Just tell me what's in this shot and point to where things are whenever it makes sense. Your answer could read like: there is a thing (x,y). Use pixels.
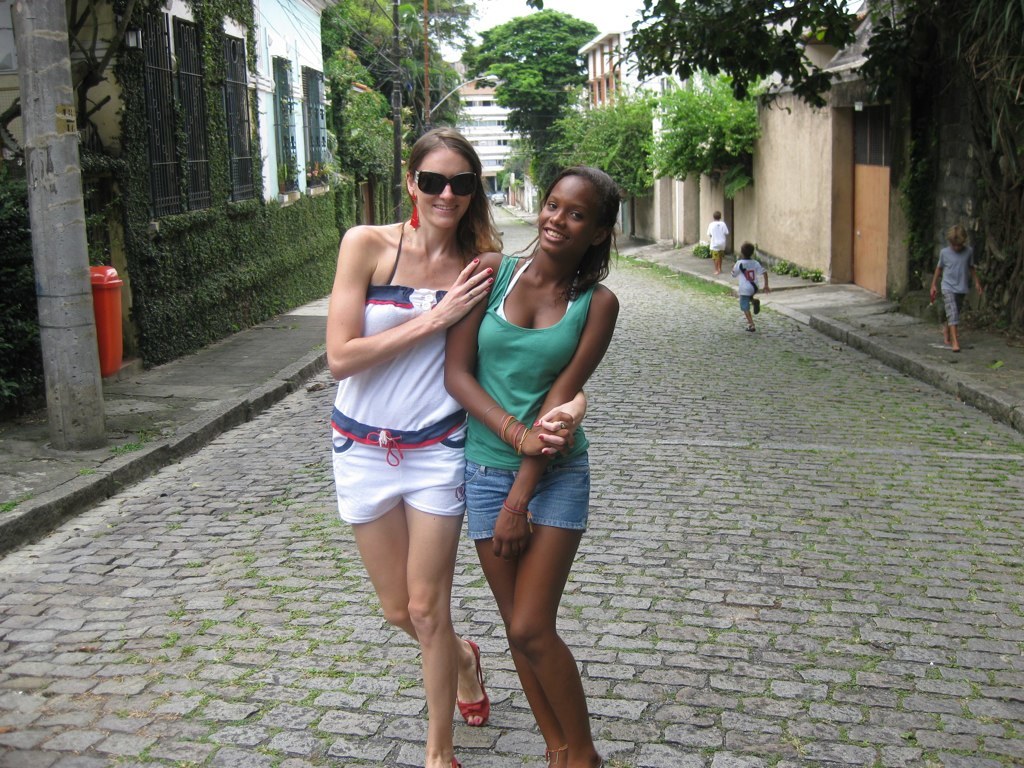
In the center of the image (544,363) we can see two women (456,491) standing on the ground (514,702). One woman (485,698) is wearing goggles (467,173). To the right side of the image (957,318) we can see three kids (743,281) standing on the path (914,325). In the background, we can see a group of buildings (865,223), trees (512,62) and the sky (583,6).
